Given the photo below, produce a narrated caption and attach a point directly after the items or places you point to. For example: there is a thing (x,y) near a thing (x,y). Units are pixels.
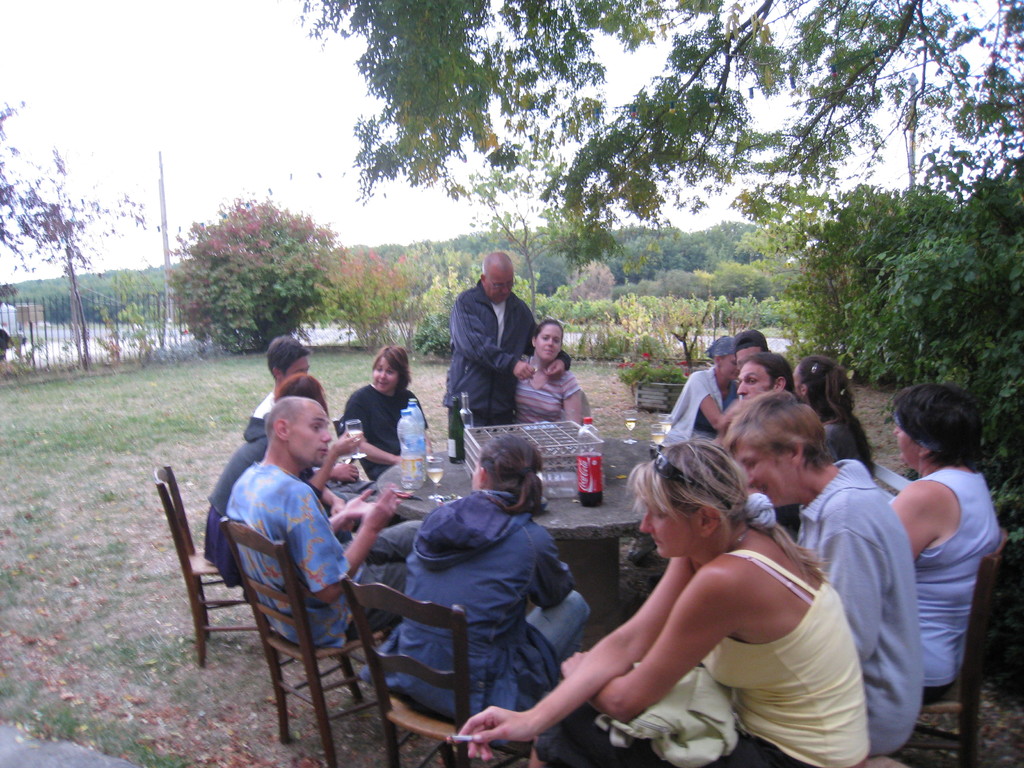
This picture shows a group of people (554,355) seated on the chairs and a man (503,389) standing and holding a woman (562,338) with his hands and we see few trees (495,236) around and a metal fence (170,313) and we see bottles (581,482) on the table (609,501).
